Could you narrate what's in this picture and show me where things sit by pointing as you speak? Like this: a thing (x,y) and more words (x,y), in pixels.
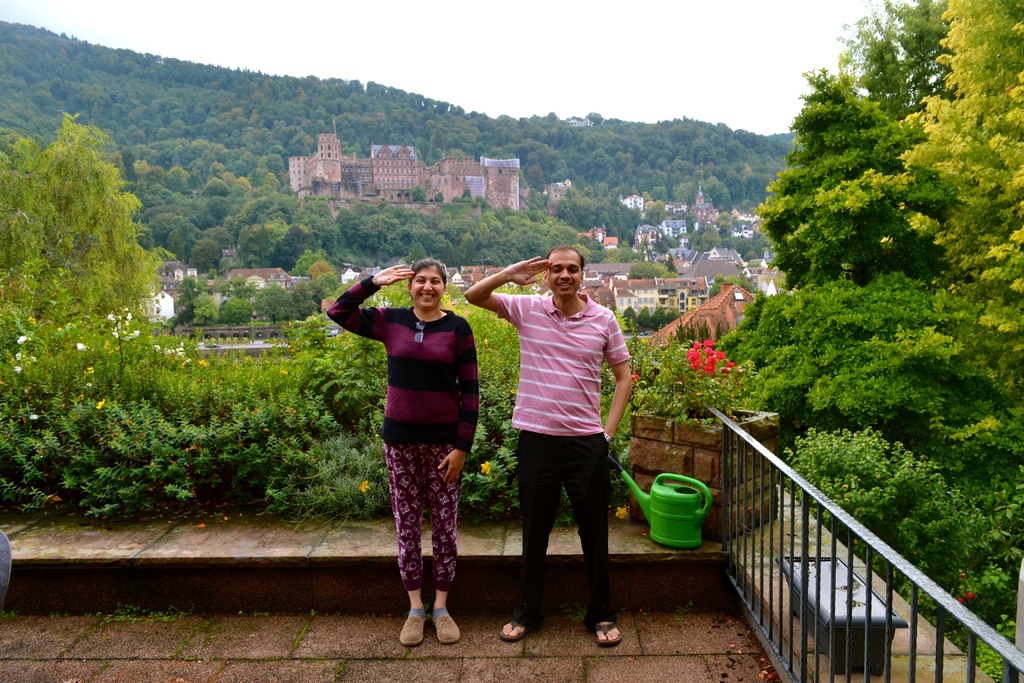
In this image we can see a man (556,508) and a woman (438,584) standing on the floor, watering can (653,492), railings (746,494), plants (121,403), shrubs (173,408), buildings (679,277), hills (196,118), trees (790,232) and sky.
